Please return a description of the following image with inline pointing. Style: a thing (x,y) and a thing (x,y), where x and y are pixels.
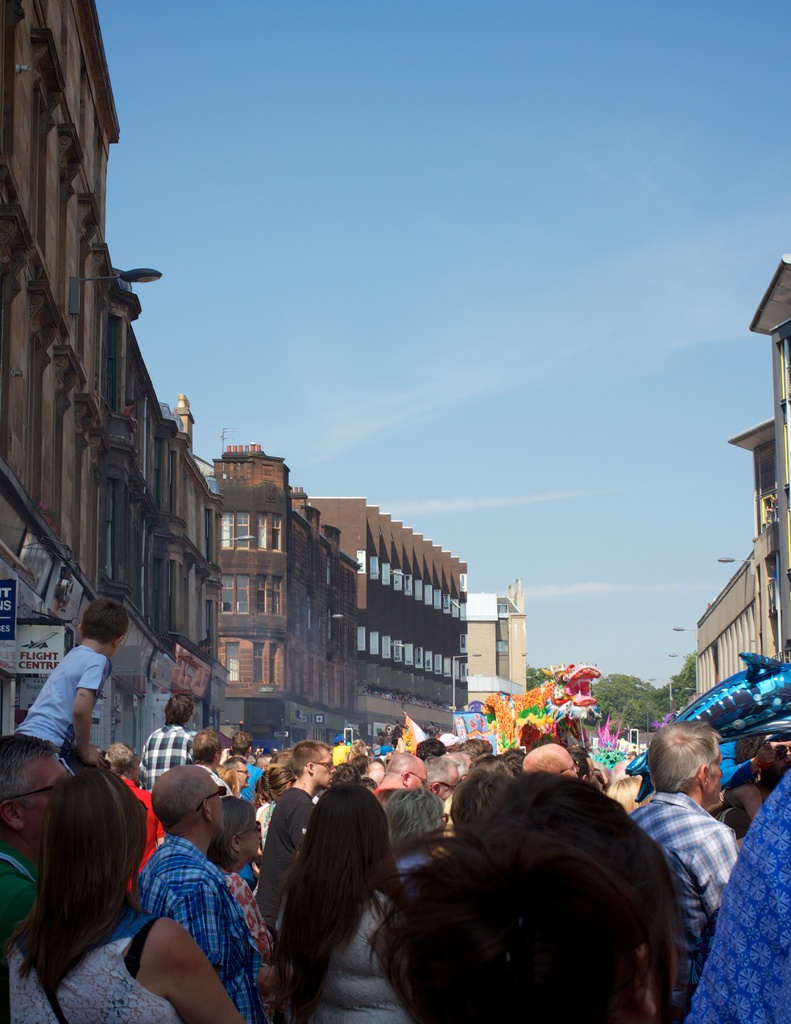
In this image there are people (398,842) on the streets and there are inflatable objects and balloons (710,716), in the background of the image (747,619) there are buildings (416,626) and trees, in front of the buildings (304,620) there are lamp posts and name boards (47,670) on the shops (311,712), in the sky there are clouds (449,404).
